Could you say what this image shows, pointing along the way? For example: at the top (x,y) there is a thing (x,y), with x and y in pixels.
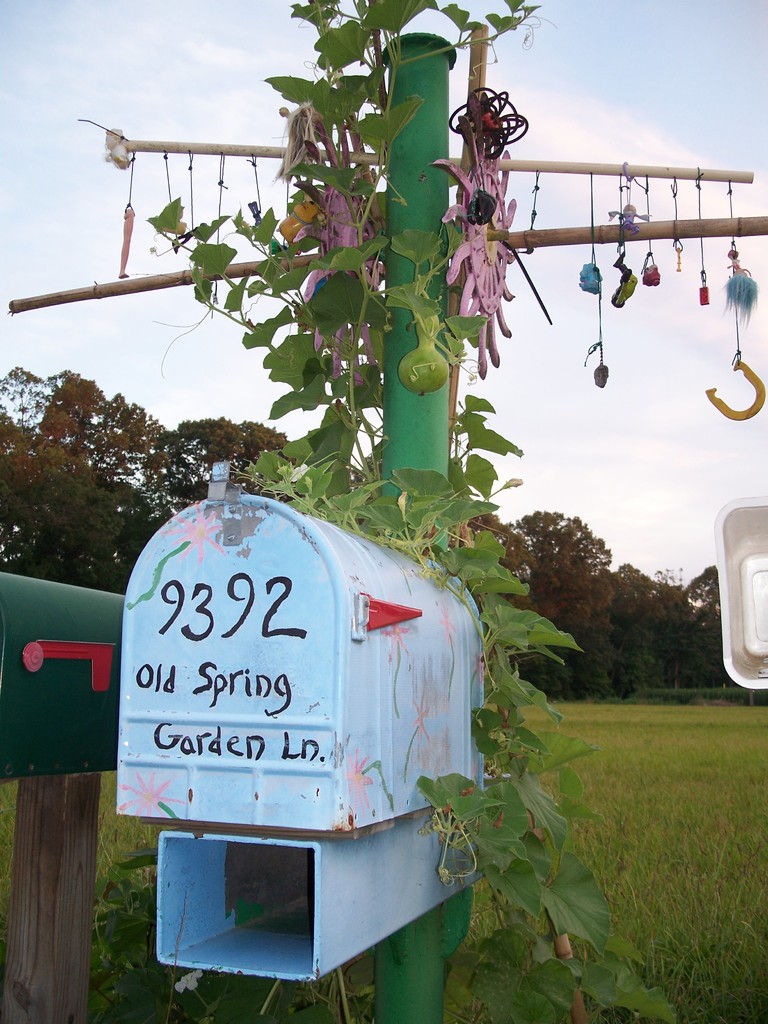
In the center of the image (265,519) we can see a pole (397,211), box (380,588), climbing plant (309,504), sticks (693,170), decor (648,206). On the box (311,767) we can see the text (211,681). In the background of the image (105,808) we can see the trees (566,677) and field (634,778). At the top of the image (214,138) we can see the clouds (708,418) in the sky (544,92).
